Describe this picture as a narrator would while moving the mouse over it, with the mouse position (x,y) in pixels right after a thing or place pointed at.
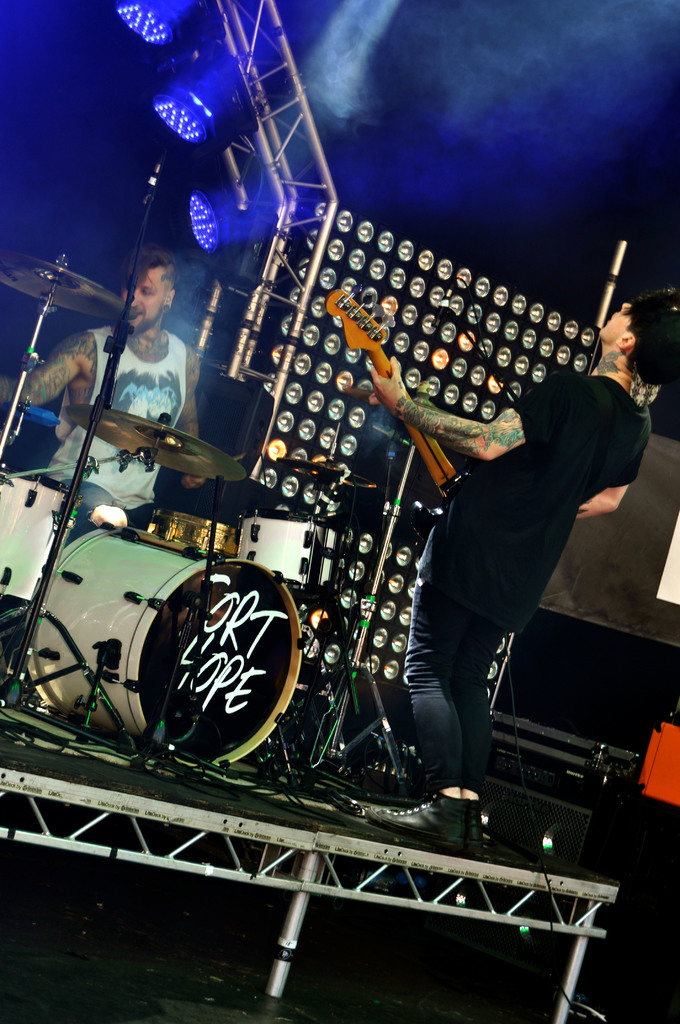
In this picture we can see two persons (427,417) on the stage (261,808). he is standing and playing a guitar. Here we can see a man (108,395) who is playing some musical instruments (179,699). And these are the lights (195,199).
